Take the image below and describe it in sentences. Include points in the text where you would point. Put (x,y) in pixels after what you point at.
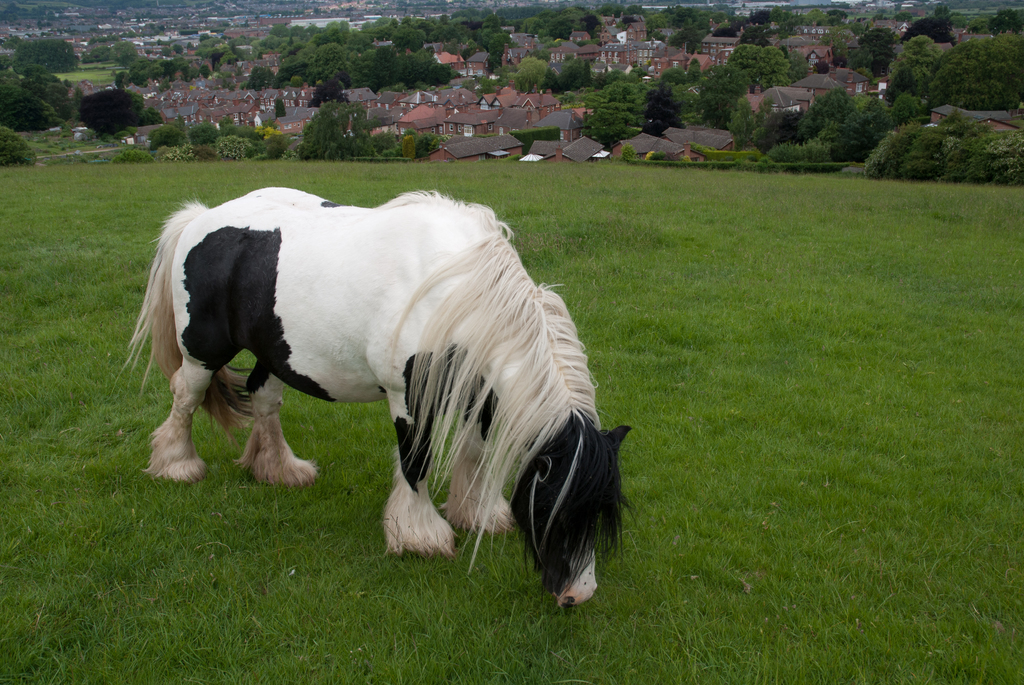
In the picture we can see a grass surface (758,644) on it we can see a horse (493,399) which is white in color with some part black in color and it is grazing a grass (318,579) and in the background (461,121) we can see full of plants (208,54), houses (446,114).
